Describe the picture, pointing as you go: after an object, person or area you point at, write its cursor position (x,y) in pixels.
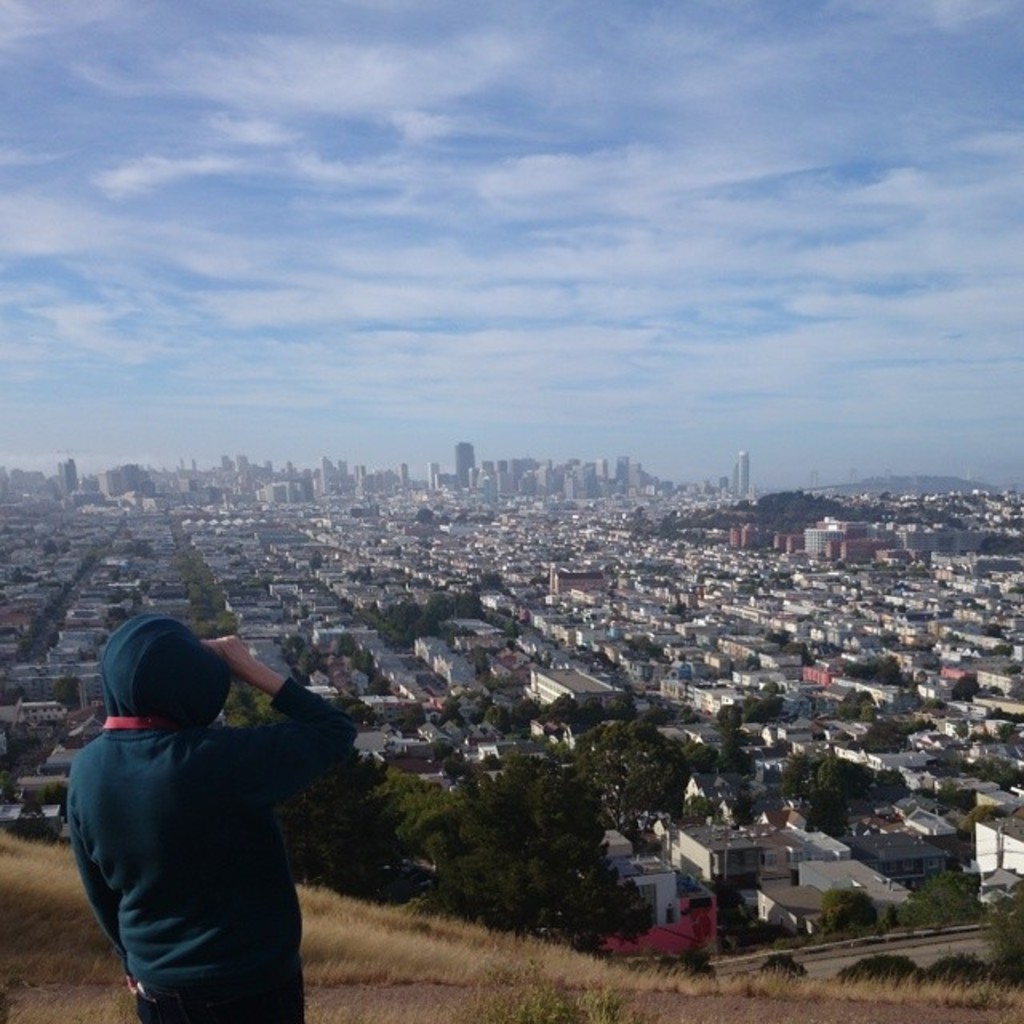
Sky (522,60) is cloudy. Here we can see buildings (511,673), trees (344,769) and person (254,728).
